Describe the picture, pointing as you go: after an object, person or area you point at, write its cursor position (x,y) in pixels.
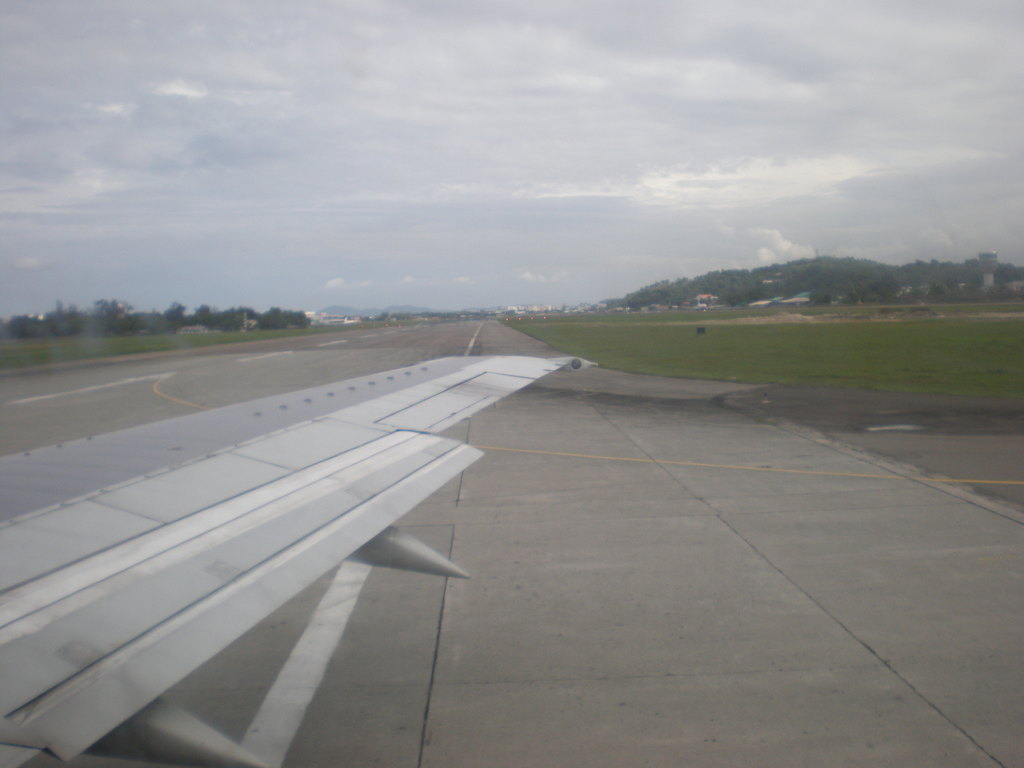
This image is clicked on the road (593,593). On the either sides of the road (586,616) there's grass (667,338) on the ground (722,347). In the background (978,298) there are trees (239,323). At the top (435,137) there is the sky (540,116). In the foreground (77,574) there is a wing (334,417) of an airplane (209,454).
